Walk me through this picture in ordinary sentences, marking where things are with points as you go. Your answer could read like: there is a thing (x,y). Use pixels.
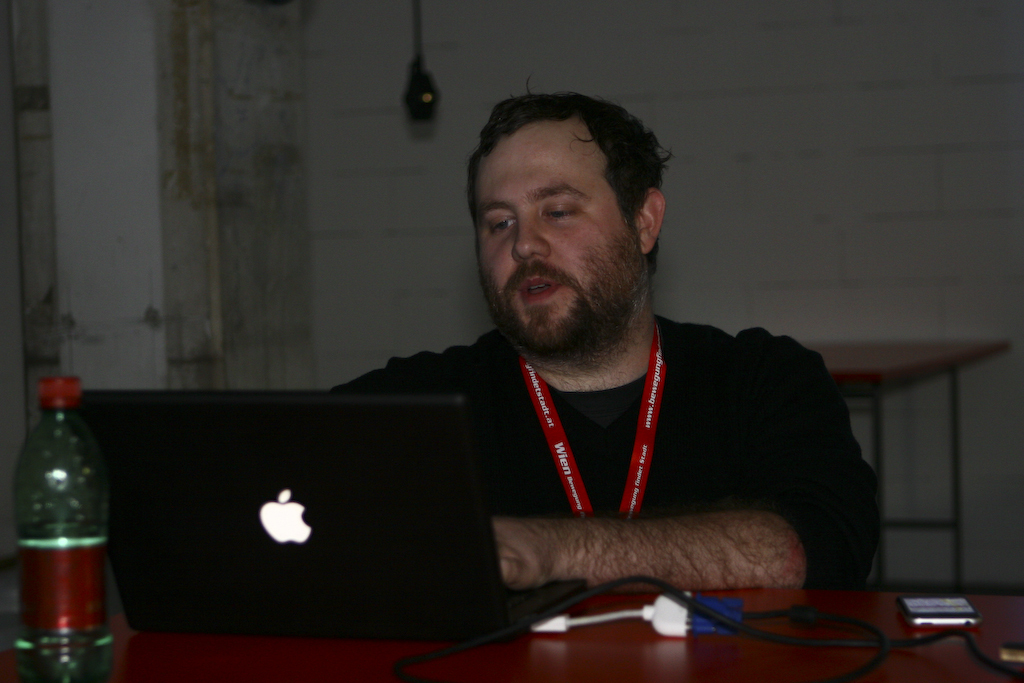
There is a man (627,439) sitting in the chair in this picture there is a laptop (365,511) in front of him which is placed on the table (489,660). There is a mobile (957,599) and a water bottle (88,548) on the table (578,653). In the background (713,267) there is a wall (387,113).
